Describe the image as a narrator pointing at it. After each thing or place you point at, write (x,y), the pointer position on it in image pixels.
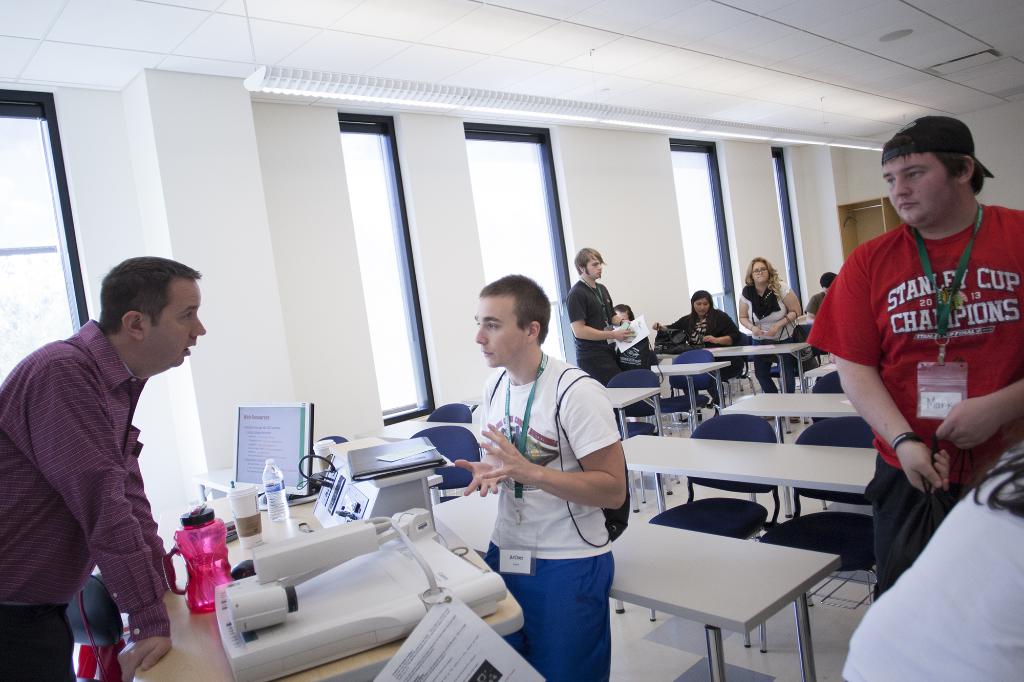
A teacher (128,315) is explaining something to a student (488,439) with few other students (608,370) in the classroom (753,410).
